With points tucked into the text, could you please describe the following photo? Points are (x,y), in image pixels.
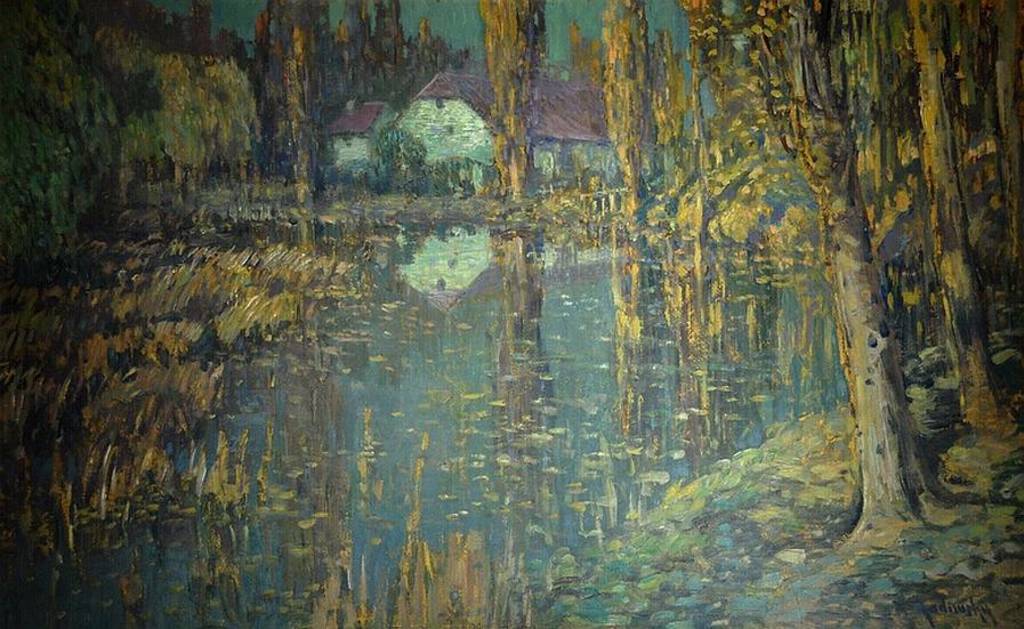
This picture shows a wall painting (344,191). We see a house (449,101), Water (598,292) and trees (310,5).
